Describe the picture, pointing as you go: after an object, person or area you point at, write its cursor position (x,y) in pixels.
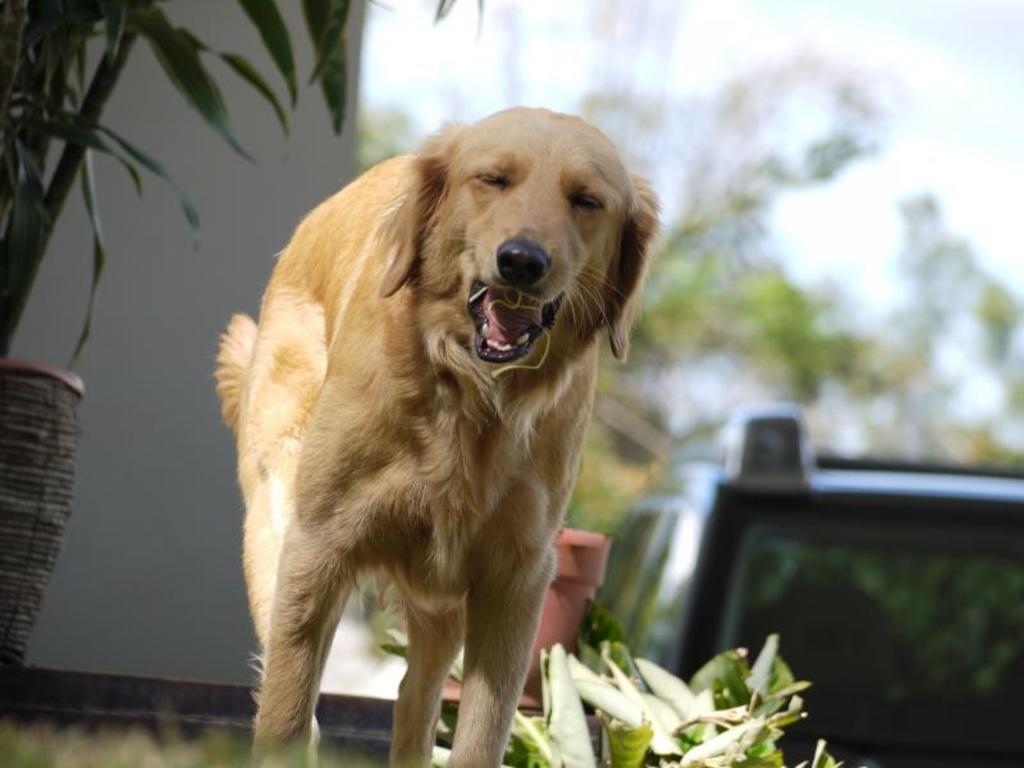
In this image, we can see a dog (394,434) standing and kept a thread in his mouth (498,319). In the background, we can see plants (520,758), wall (156,549), vehicle (747,594) and blur view.
